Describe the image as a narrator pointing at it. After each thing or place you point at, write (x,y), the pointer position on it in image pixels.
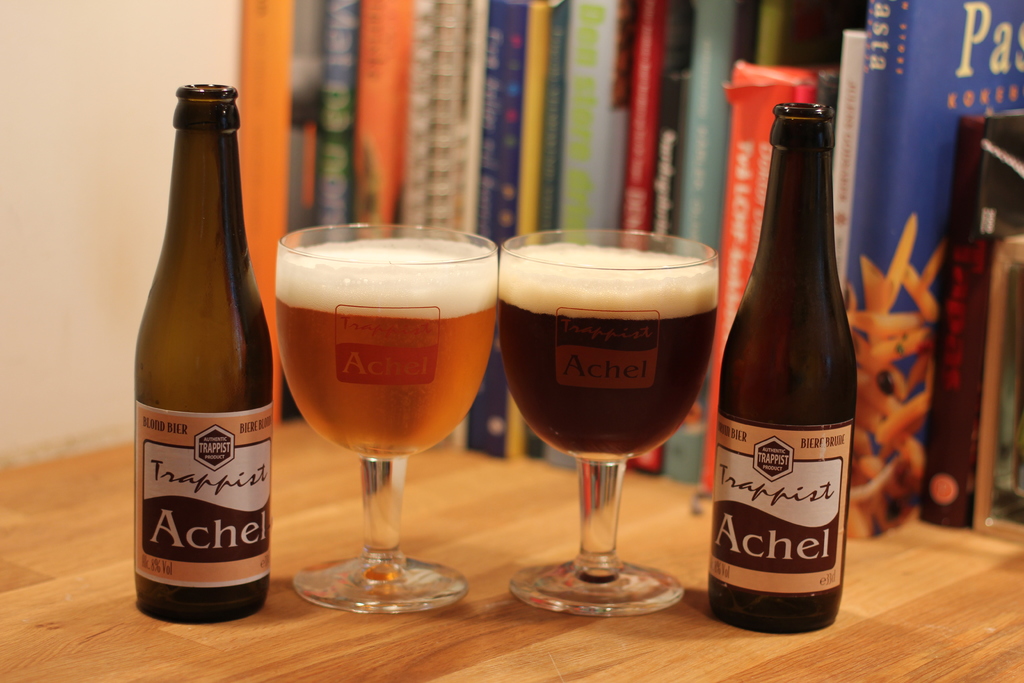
In this image, we can see the wooden surface (944,650) with some objects (914,213) like books (768,61), glasses (519,369) with liquids (680,262), bottles (757,335). We can also see the wall (110,283).
